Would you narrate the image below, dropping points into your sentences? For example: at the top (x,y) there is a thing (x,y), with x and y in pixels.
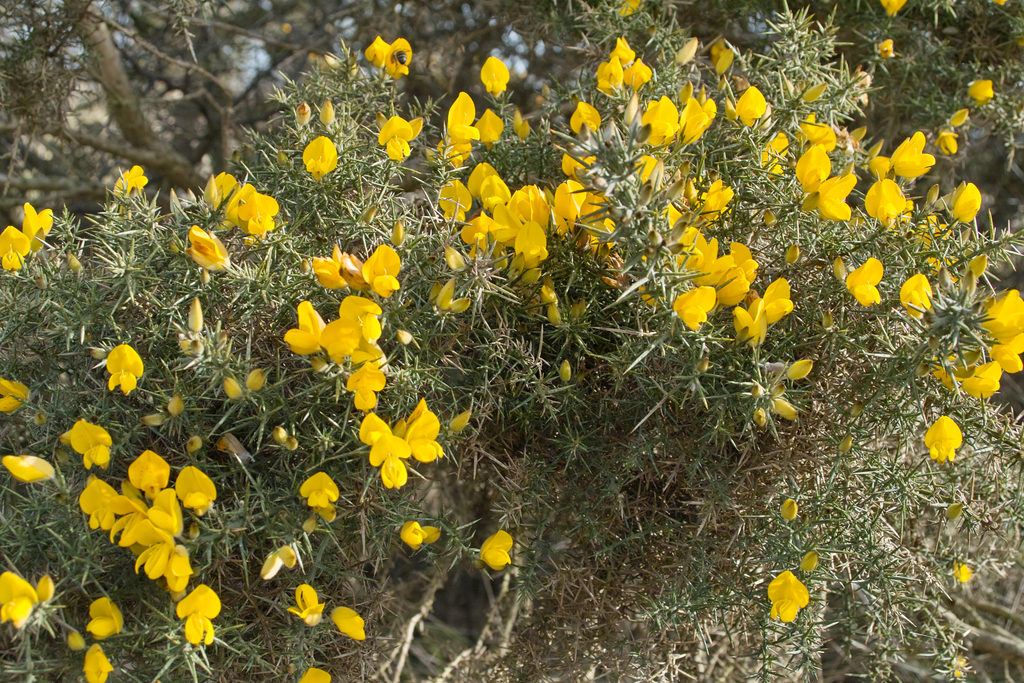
In this picture I can see some yellow color flowers (371,388) on plants (276,403). In the background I can see trees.
